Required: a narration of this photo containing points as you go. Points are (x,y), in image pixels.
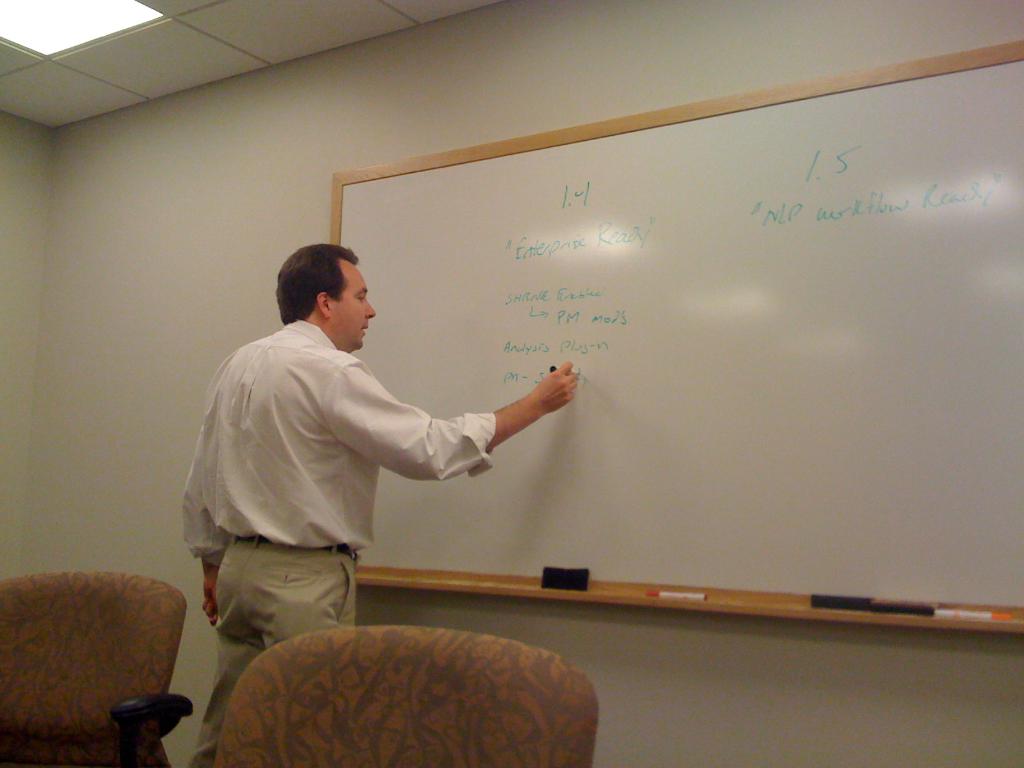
In this image I see a man (294,390) who is wearing white shirt (315,451) and I see that he is holding a marker (550,373) in his hand (550,395) and I see the white board (682,296) on which there is something written and I see 2 markers (979,619) over here and I see black color things (836,598) over here and I see the wall (670,24) and I see 2 chairs (135,662) over here and I see the light (117,16) on the ceiling (102,72).
